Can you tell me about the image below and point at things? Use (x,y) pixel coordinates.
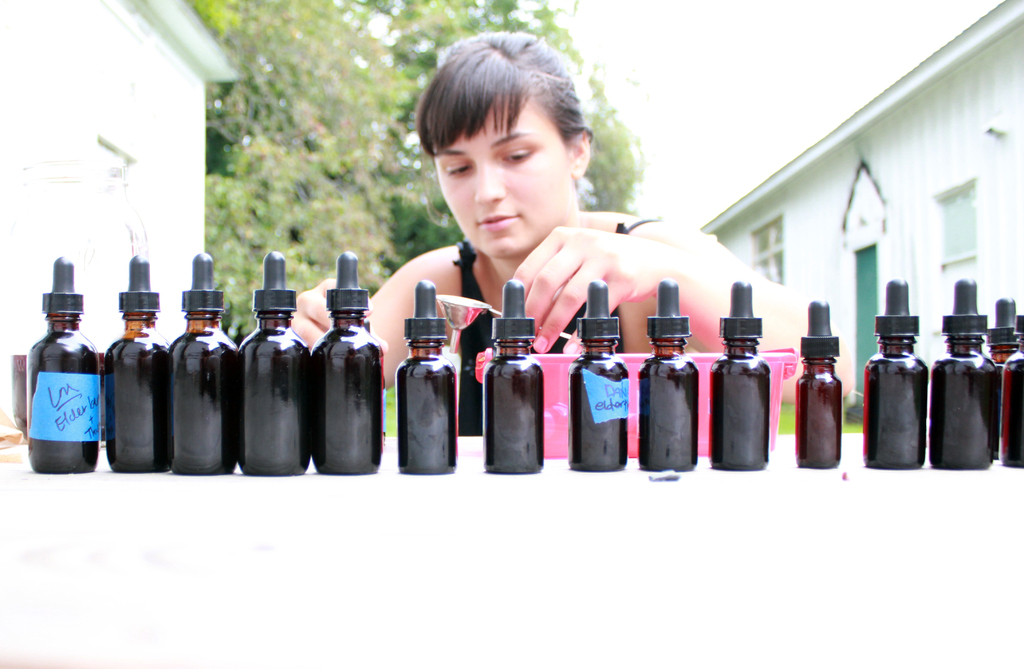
In this picture we can see a woman (462,245) in front of the table (393,508), on which we can see some bottles (618,398), around we can see houses (745,252), trees (255,247).
